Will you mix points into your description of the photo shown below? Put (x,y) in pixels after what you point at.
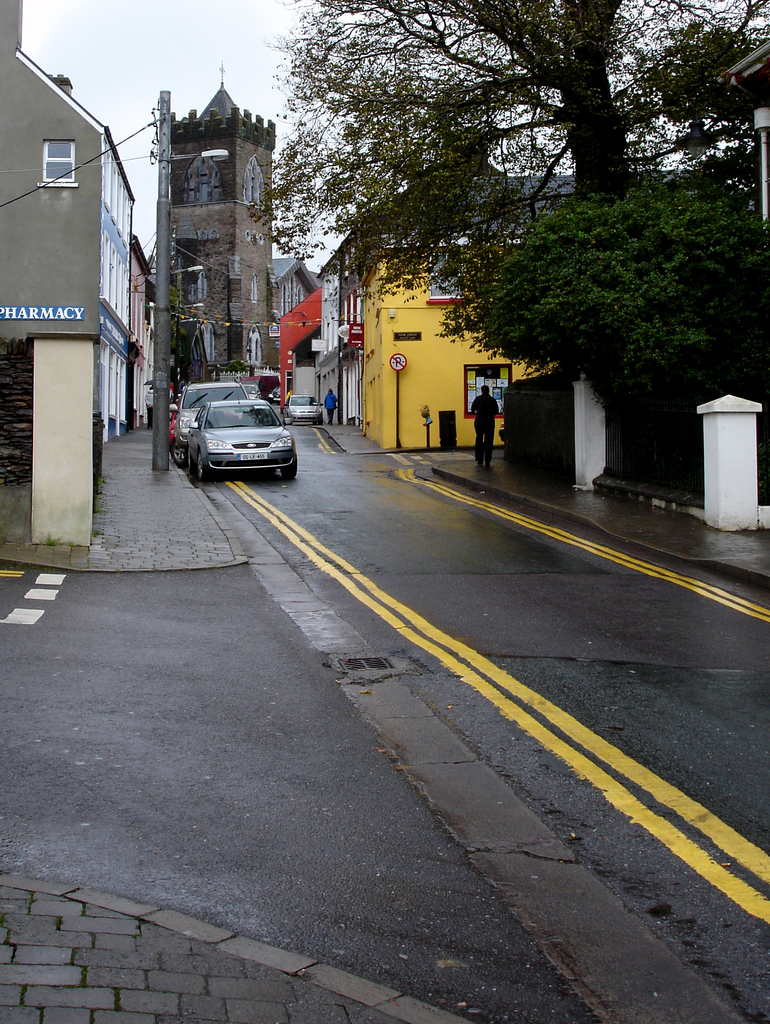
In this picture we can see vehicles (197,420) on the road (416,587), two people (332,400) on footpaths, trees (662,298), poles (177,302), signboard (399,367), buildings (7,448) with windows (257,296) and some objects (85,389) and in the background (69,67) we can see the sky (150,84).
